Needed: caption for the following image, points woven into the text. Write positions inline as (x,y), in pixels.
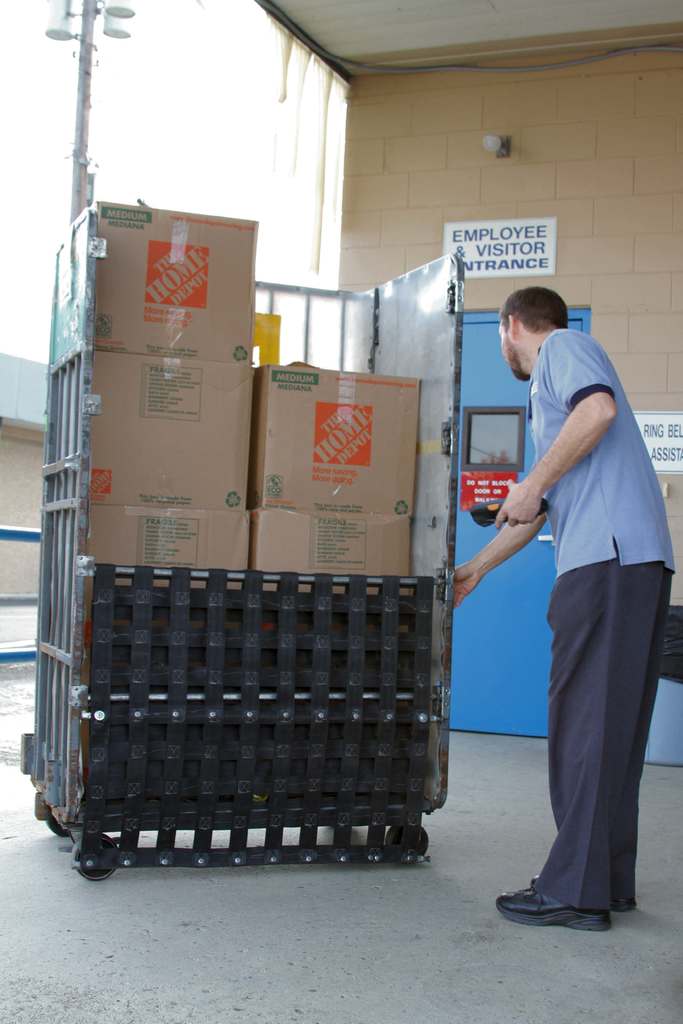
In this picture there is a person (574,432) standing and holding the trolley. There are cardboard boxes (230,438) in the trolley (149,665). At the back (619,262) there is a building (666,375), there are posters (666,430) on the wall (559,154) and there is a door (516,441), at the top (491,147) there is a bulb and pipe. On the left side of the image (87,188) there are lights (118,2) on the pole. At the top (93,54) there is sky (209,110).
